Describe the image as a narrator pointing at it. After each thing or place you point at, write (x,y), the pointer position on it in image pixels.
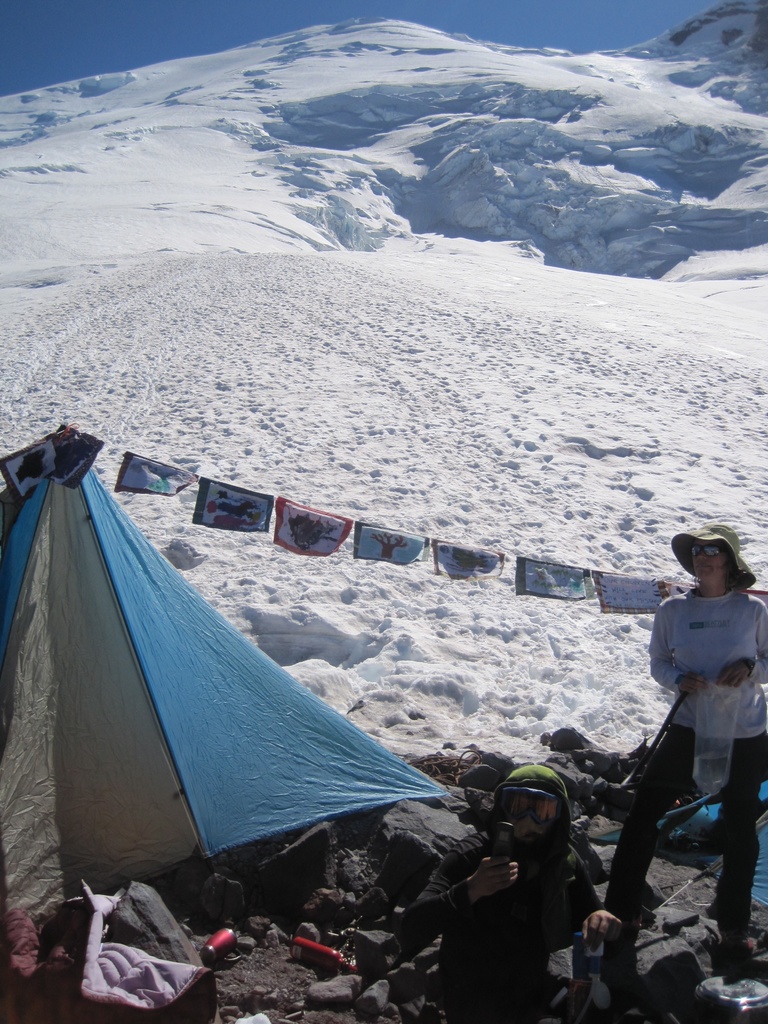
In the center of the image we can see two persons (532,864) are in different costumes (557,818) and they are holding some objects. Among them, we can see one person (670,641) is wearing a hat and the other person (543,821) is wearing some object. And we can see a tent (272,829), rocks (413,827), bottles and a few other objects (468,564). In the background (408,635), we can see the sky (569,31), hills (585,173) and snow (729,245).
